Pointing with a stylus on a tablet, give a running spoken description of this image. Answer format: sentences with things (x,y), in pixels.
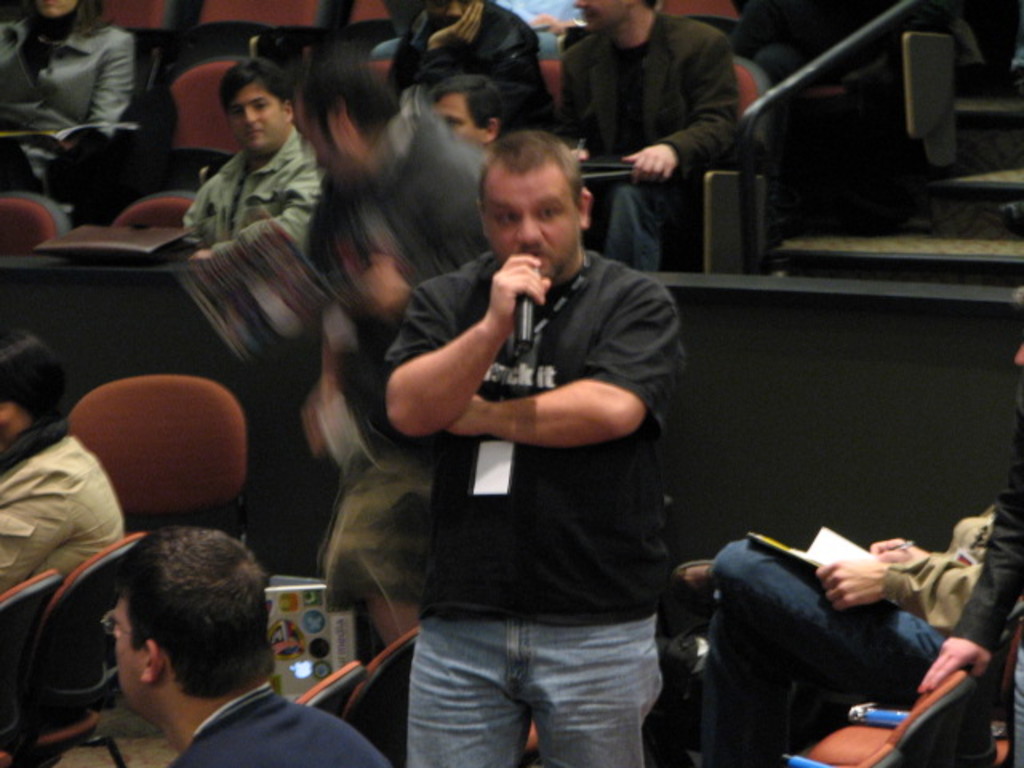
This image is taken indoors. In the background (951,165) there are a few stairs (937,168) and there is a railing (870,31). A few people (603,105) are sitting on the chairs (183,59) and there are a few empty chairs (157,201). In the middle of the image (422,311) a man (501,439) is standing and he is holding a mic (520,307) in his hands (498,303). He is talking and a few people (90,505) are sitting on the chairs (946,690). There is a laptop (340,648) on the chair (324,691) and a person (838,579) is writing on the book (827,554).
